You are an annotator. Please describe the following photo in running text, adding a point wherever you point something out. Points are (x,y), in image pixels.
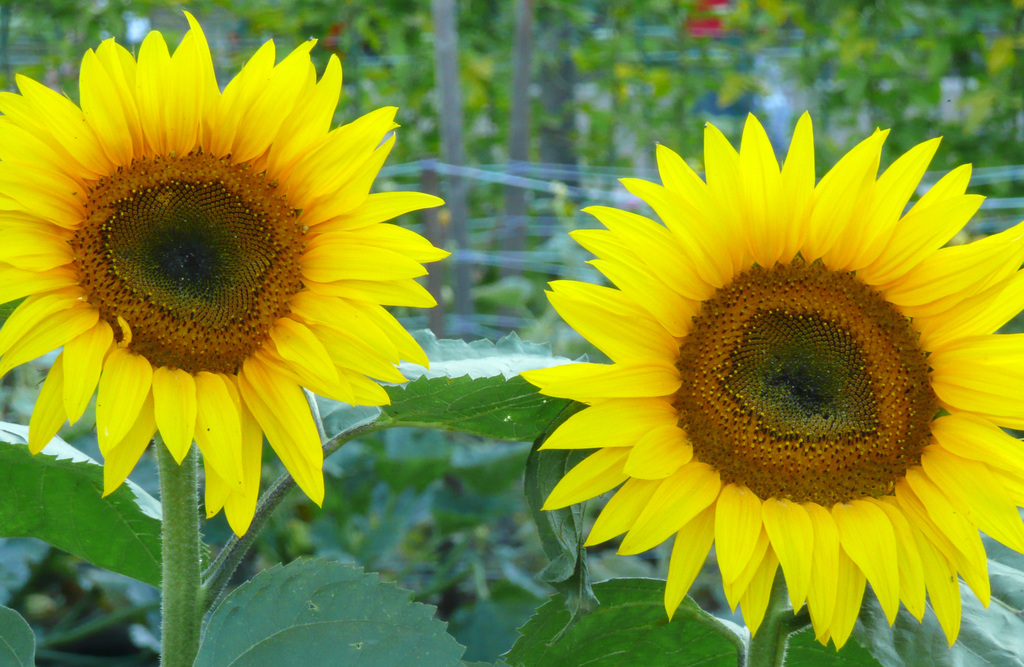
Here in this picture we can see two sunflowers (322,327) present on plants (506,428) and behind that we can also see other plants (486,269) and trees (536,138) in blurry manner.
